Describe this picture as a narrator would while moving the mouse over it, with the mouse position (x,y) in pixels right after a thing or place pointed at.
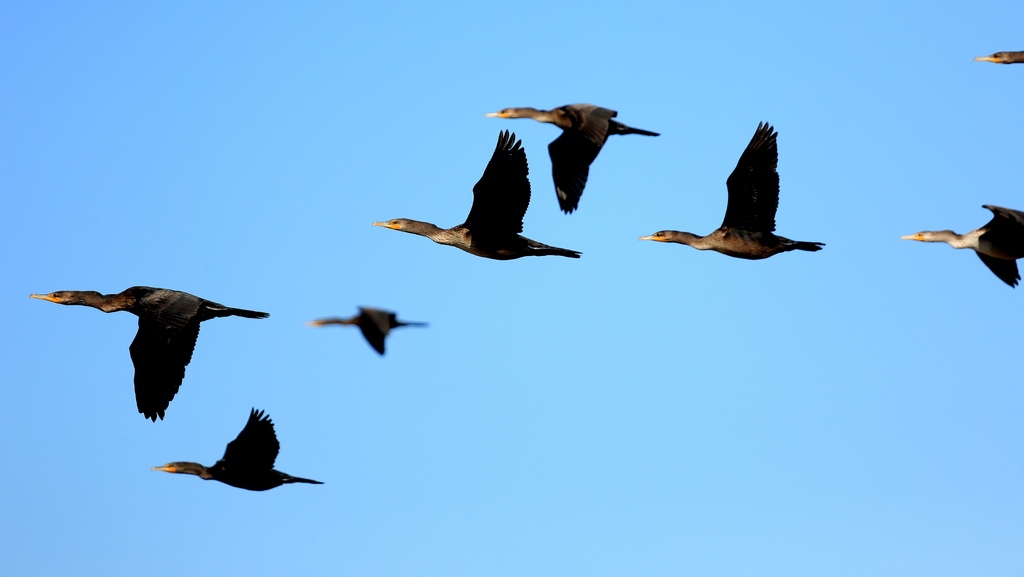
In this image we can see some birds (518,218) which are of black and brown color flying in the sky (662,168) and at the background of the image (661,157) there is clear sky (454,144).
